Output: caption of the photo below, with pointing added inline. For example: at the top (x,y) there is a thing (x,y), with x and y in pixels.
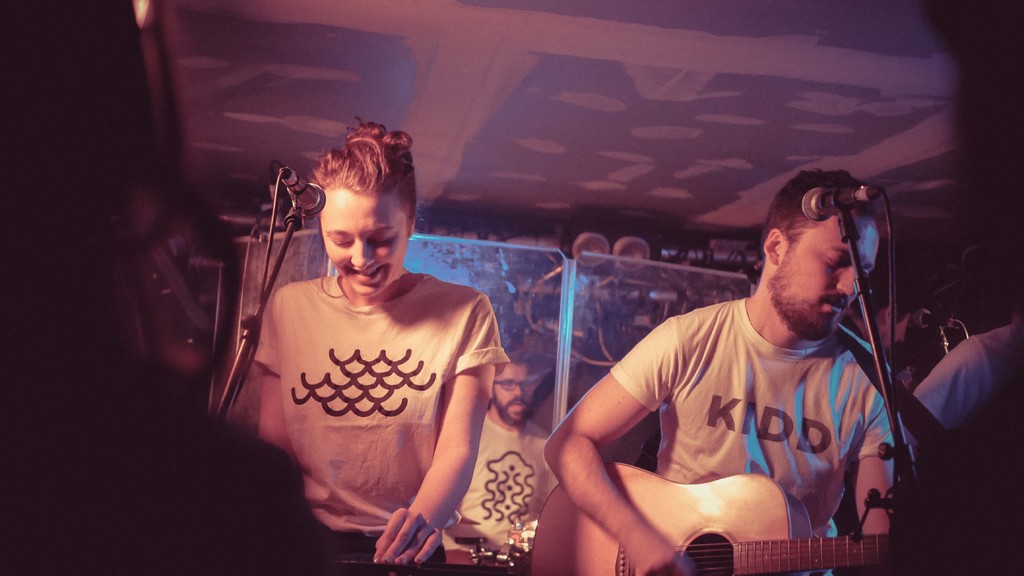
This woman (331,381) is standing in-front of the mic (321,208). This person (707,452) is holding a guitar (749,549), in-front of him there is a mic (834,195) and mic holder (903,427). Far a person (539,484) is standing and playing a musical instrument (504,555).
